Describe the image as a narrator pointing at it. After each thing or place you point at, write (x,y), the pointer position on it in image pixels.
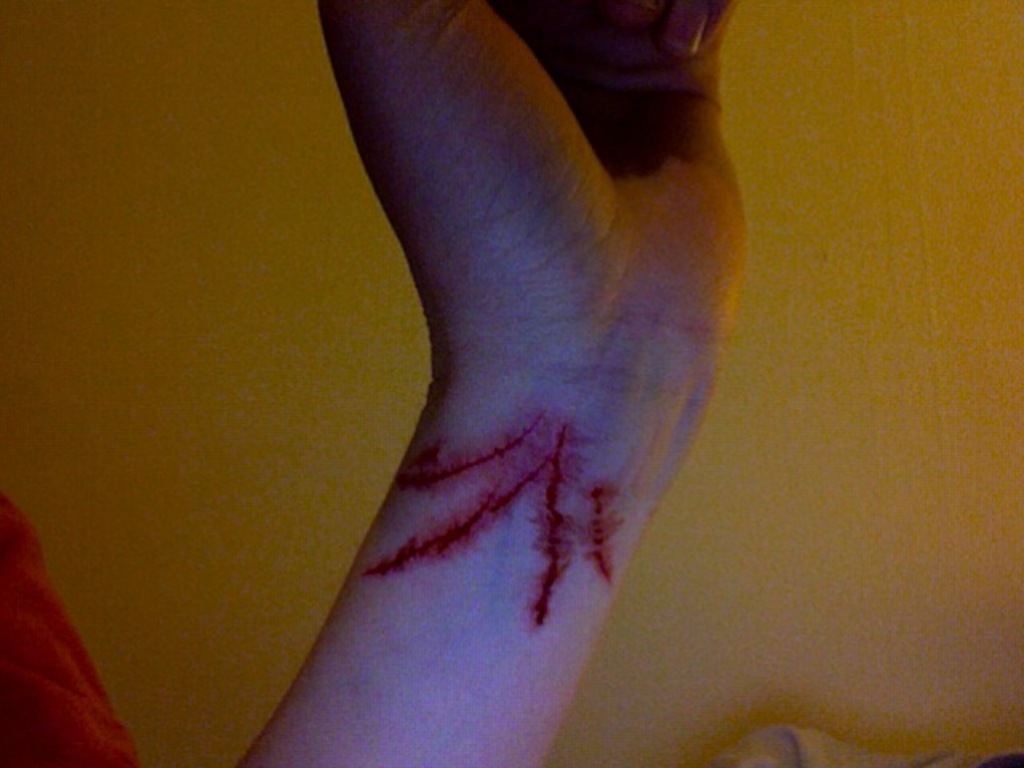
In this image I can see a person hand (550,284) and I can see the wall (936,156).
